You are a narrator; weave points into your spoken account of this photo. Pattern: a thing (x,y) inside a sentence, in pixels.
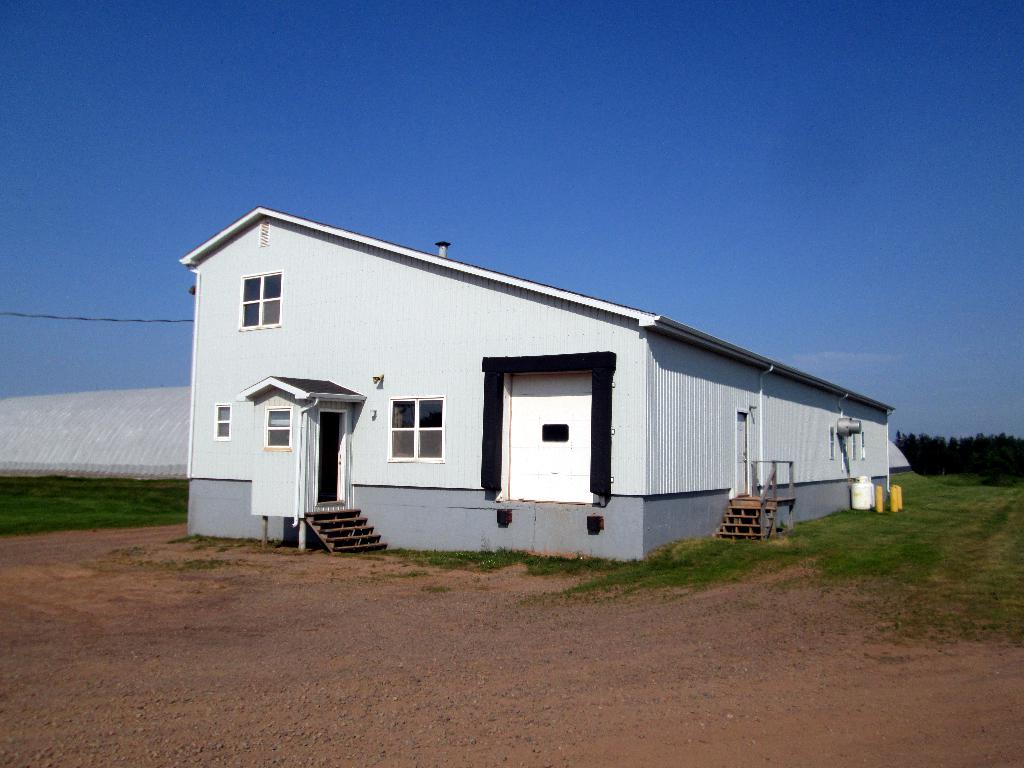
In this picture we can see a house (488,406), beside to the house (396,335) we can find grass (65,514) and a cable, in the background (1004,459) we can see few trees (958,452), and also we can see a shed (151,416).
